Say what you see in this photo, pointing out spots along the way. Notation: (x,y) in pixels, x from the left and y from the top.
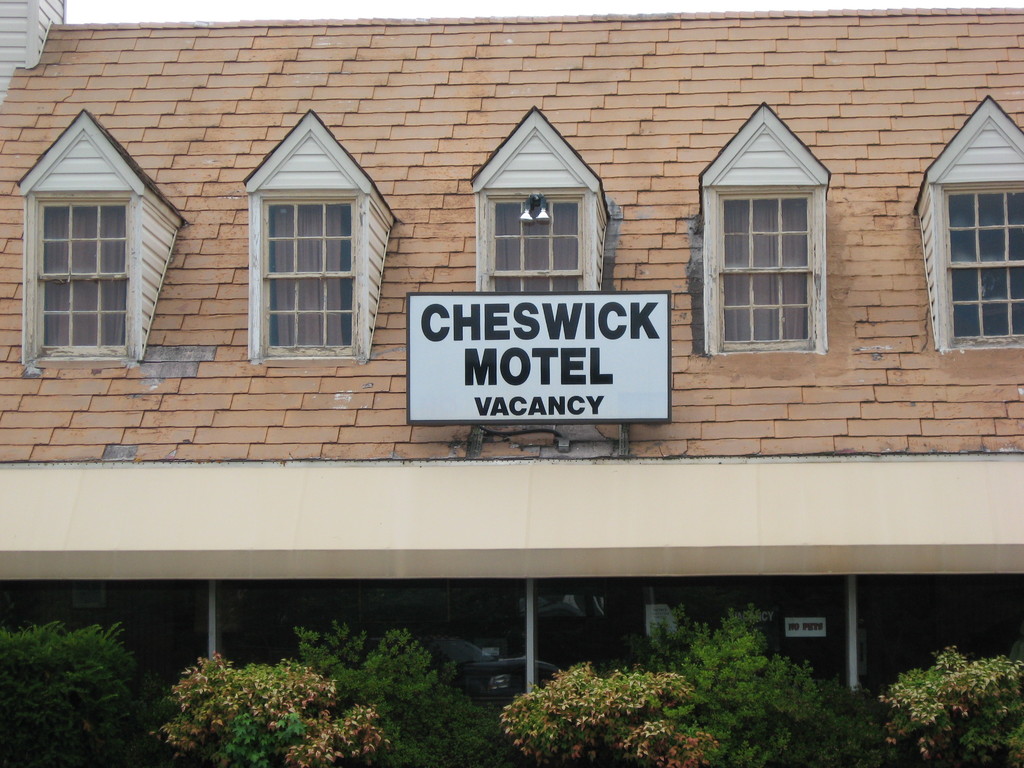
In the foreground of this image (456,712), there are tree (554,709) and it seems like cars (516,671) and few poles (533,602). In the middle (395,288), there is a board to a building (353,386) and we can also see windows (964,250). At the top (736,10), there is the sky (315,7).
